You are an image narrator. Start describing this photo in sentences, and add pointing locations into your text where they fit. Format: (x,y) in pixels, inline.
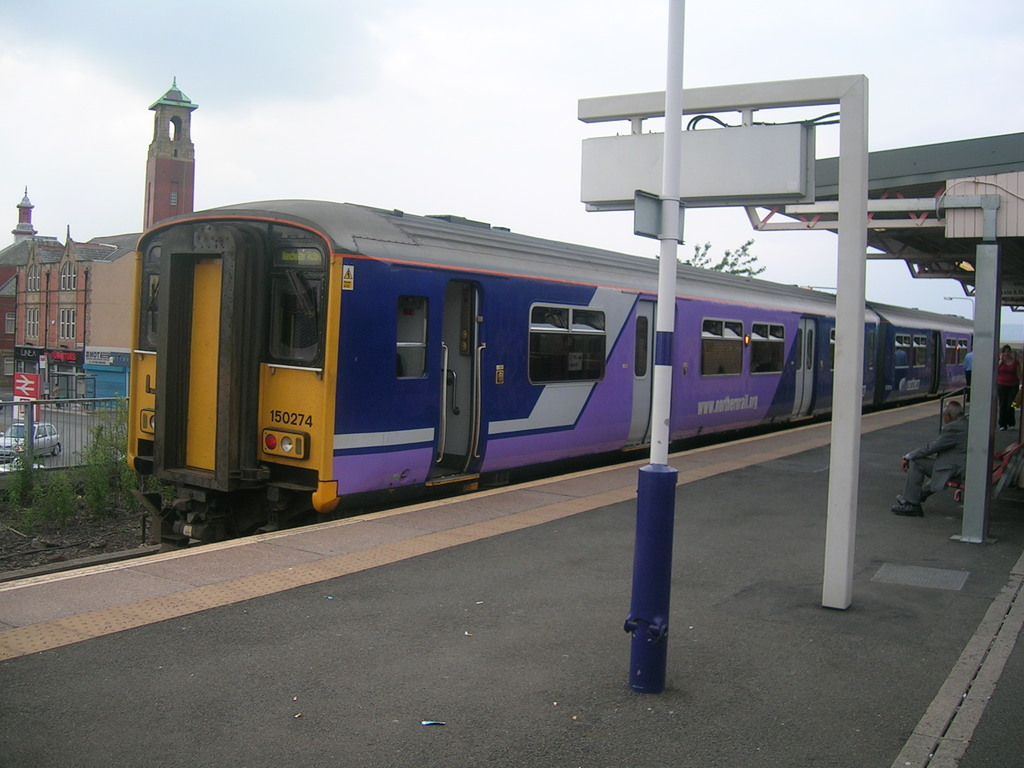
In the center of the image (499,373) there is a train (420,380) on the railway track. On the right side of the image (853,468) we can see pole (656,579), sign board (775,142), person (940,477) sitting on the chairs (954,492). On the left side of the image (50,426) we can see road (46,462), fencing (36,460), plants (79,471), car (35,438), sign boards (33,396) and buildings (78,321). In the background (298,152) there is a sky (405,130) and clouds (412,94).
